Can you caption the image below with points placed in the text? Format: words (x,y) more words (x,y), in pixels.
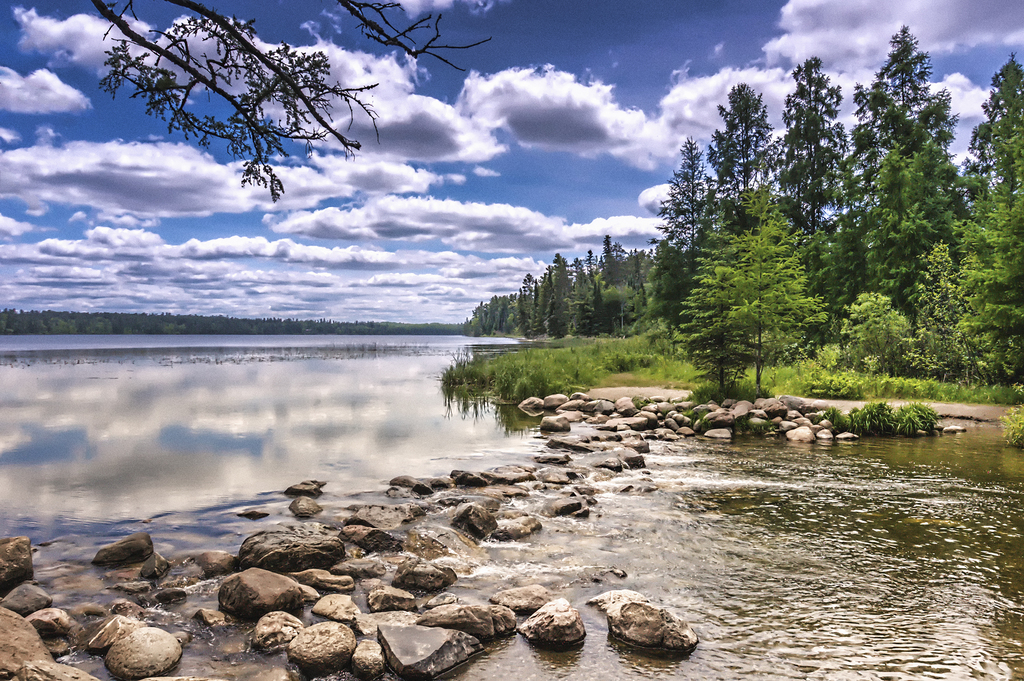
At the bottom of the image (22,511) there is water (324,465) and there are some stones (556,429). In the middle of the image (672,241) there are some trees (1014,86). At the top of the image (237,210) there are some clouds (70,168) and sky (47,131).
